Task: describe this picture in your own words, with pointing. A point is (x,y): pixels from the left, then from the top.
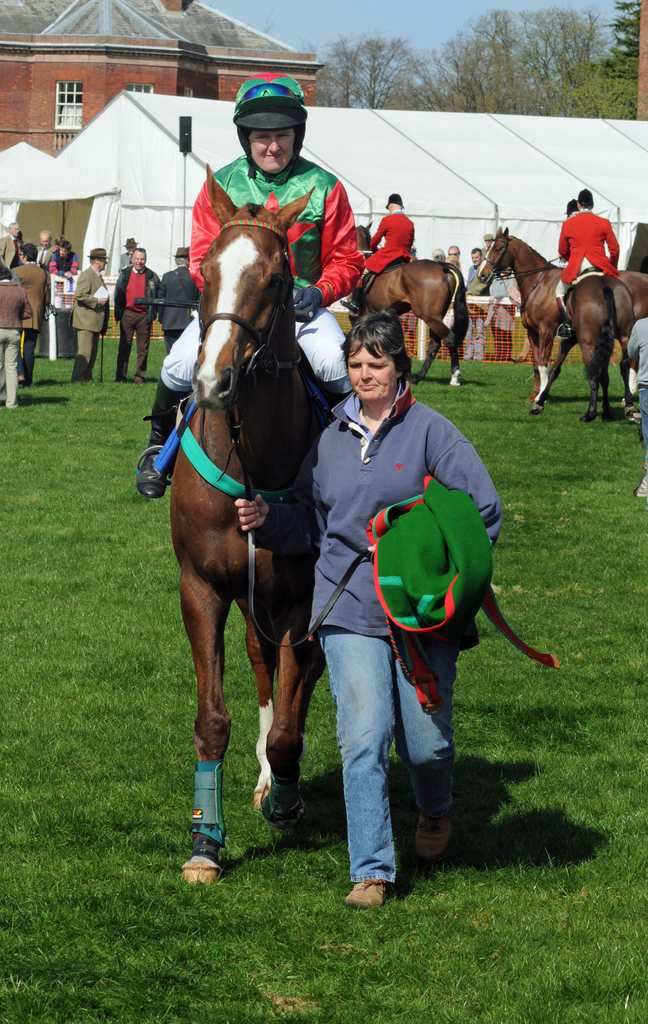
There is a person (459,468) holding a green colored cloth (456,517) with one hand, holding a belt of a horse (230,333) with the other hand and walking on the grass (400,848) on the ground (254,829). In the background (594,264), there are persons (571,277) on the horses (618,292) which are on the ground (600,423), there are persons (24,302) standing on the ground (563,367), a tent (566,146), a building (220,76), there are trees (569,55) and there is sky (292,29).
